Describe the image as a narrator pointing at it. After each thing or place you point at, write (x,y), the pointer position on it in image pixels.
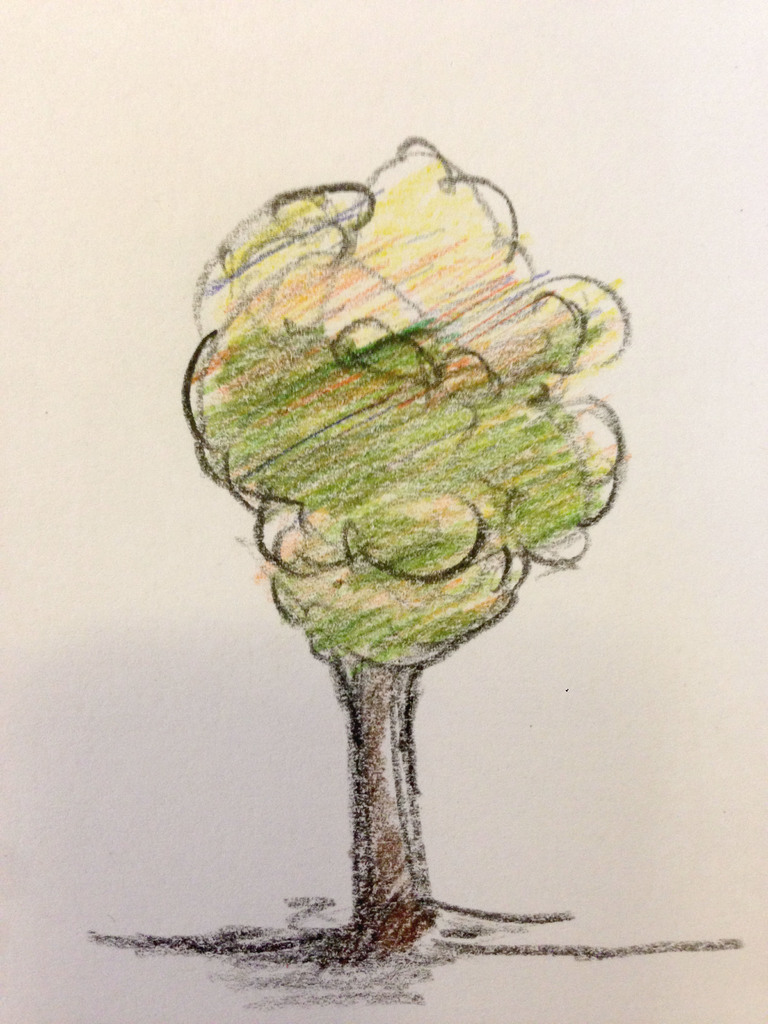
Here in this picture we can see a paper (270,587), on which we can see a tree (265,521) is drawn and colored with crayons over there.
